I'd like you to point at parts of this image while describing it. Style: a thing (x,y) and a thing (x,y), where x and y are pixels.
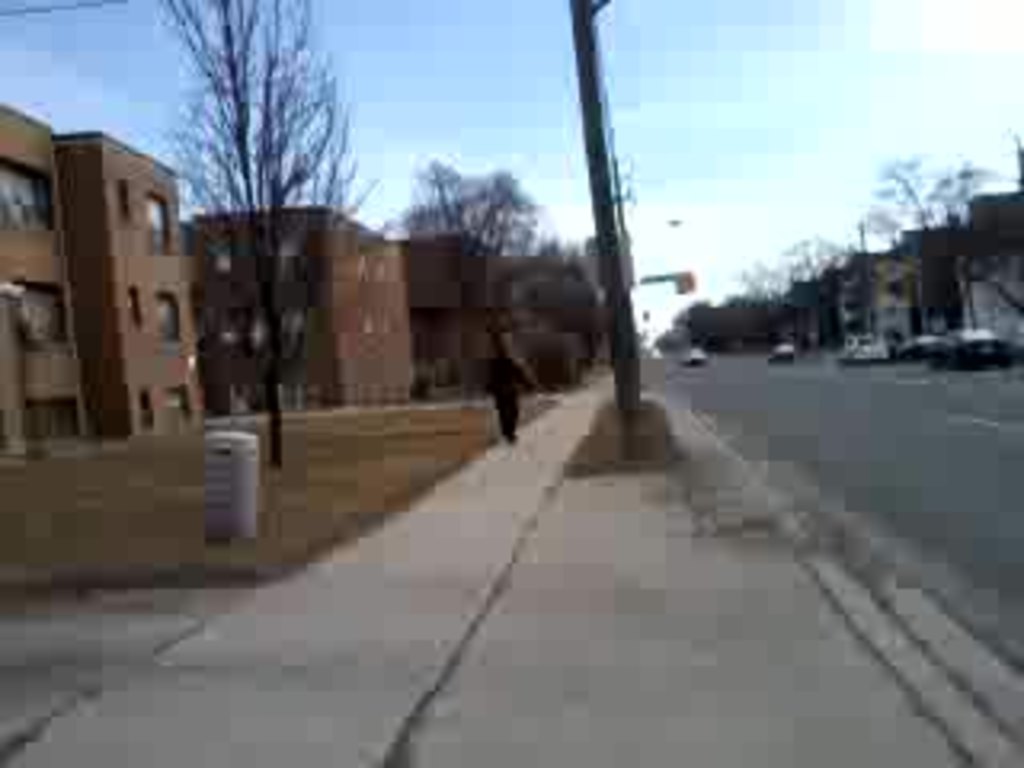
It is a blur view. In this image, we can see so many buildings (469,338), trees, vehicles (1008,351), road (970,428), footpath (442,551). pole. On the left side (232,531), there is a white color box (230,506). Here we can see a person (501,398). Background (444,85) there is sky (689,95).
